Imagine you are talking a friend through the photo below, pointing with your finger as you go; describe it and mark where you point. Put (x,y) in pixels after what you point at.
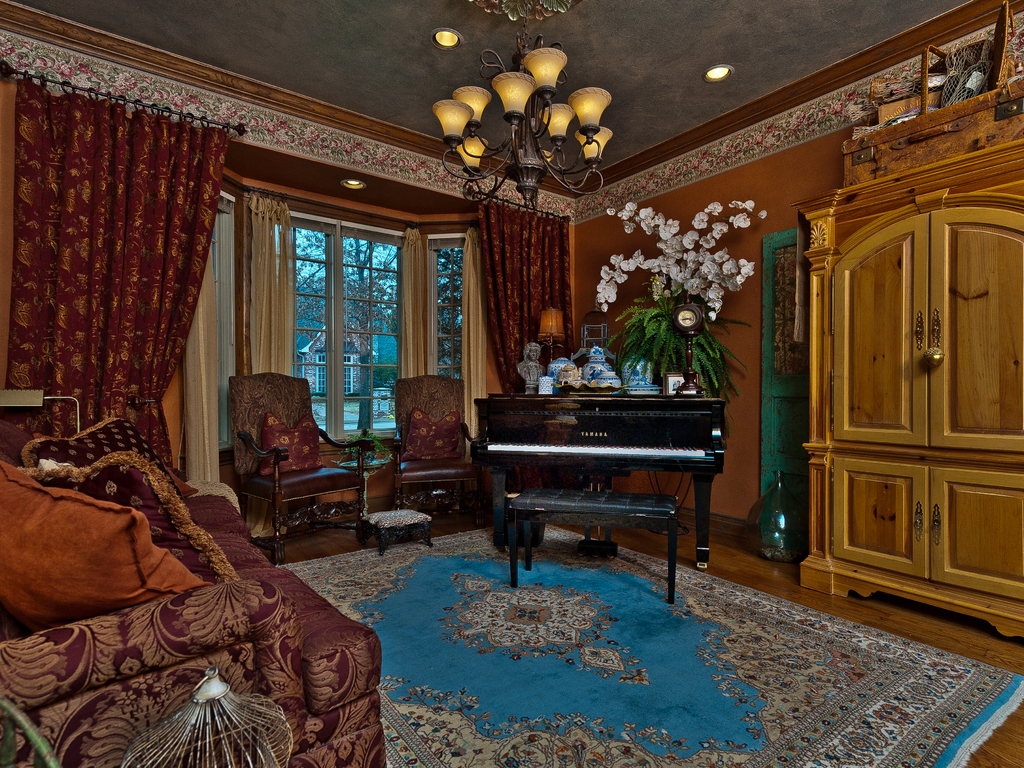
in a room (831,698) there is a blue carpet (696,692) on the floor (589,668). at the left (270,666) there is a sofa (163,636) on which there are cushions (109,507). at the center (409,454) there are 2 chairs (419,460). right to it there is a piano (558,452) upon which there is a clock (697,321), plant (670,353) and other objects (531,378). in front of it there is a stool (535,492). at the right (943,459) there is a cupboard (878,428) on that there is a brown box (946,133). at the back (359,315) there is a glass window (312,312) on which there are cream and maroon curtains (488,290). on the top (517,161) there is a chandelier (461,116).
